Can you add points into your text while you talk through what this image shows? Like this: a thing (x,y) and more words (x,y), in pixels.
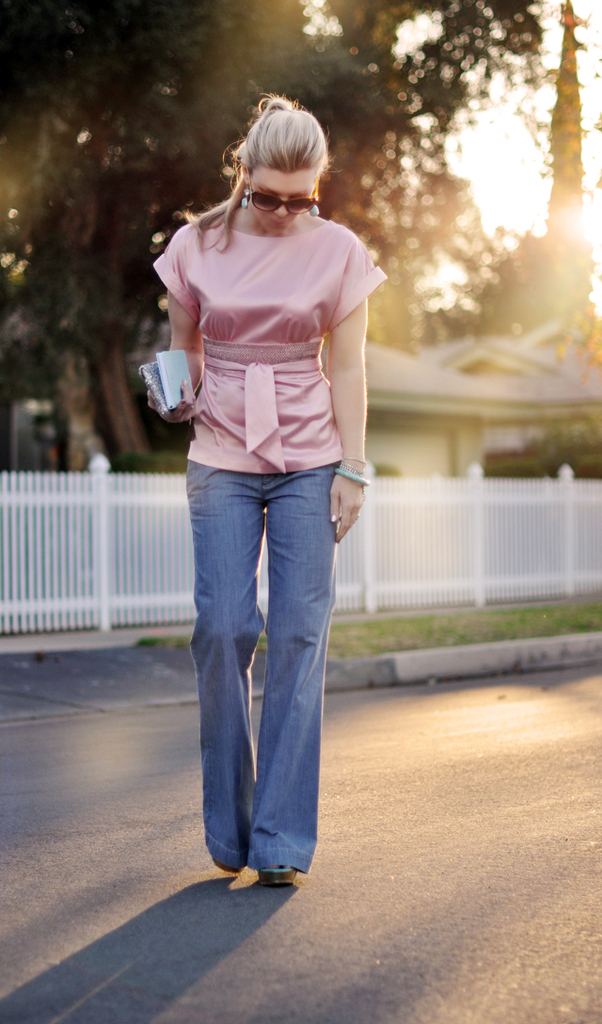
In this image there is women (285,391) wearing pink color top (280,360), blue color jeans (257,608) and walking on the road (336,773), in the background (63,607) there is a fencing (109,519) tree (125,88) and houses (458,378).
